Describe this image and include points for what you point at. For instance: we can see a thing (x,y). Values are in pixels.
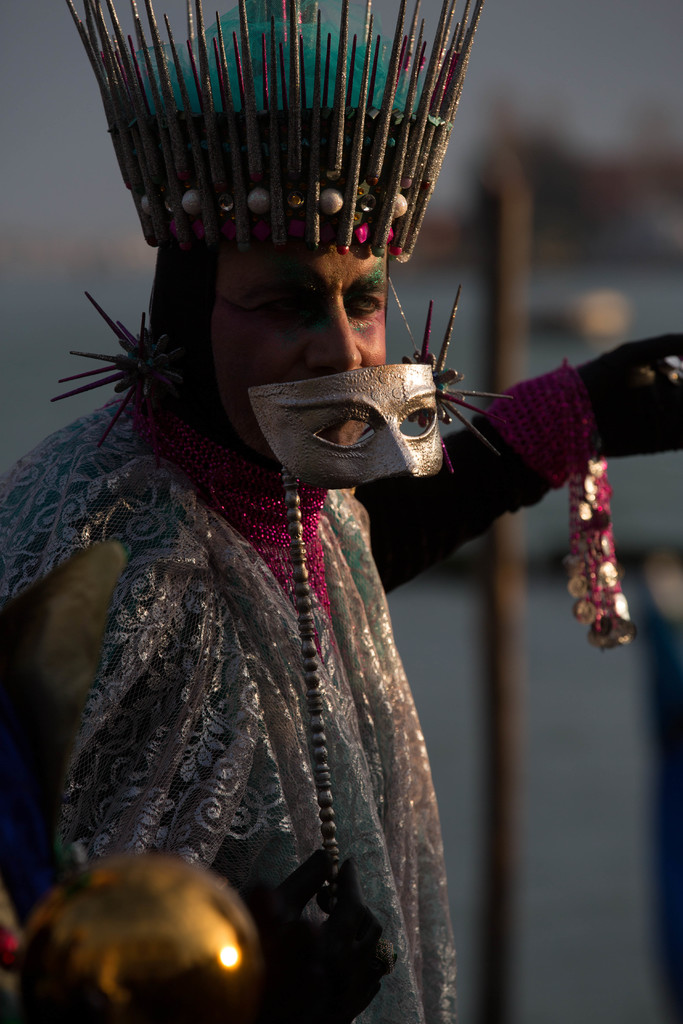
In this image we can see a person (162,583) wearing some costume (207,565) holding mask (364,469) in his hand (350,910) and wearing a head band (325,155). In the background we can see a pole (521,222).
